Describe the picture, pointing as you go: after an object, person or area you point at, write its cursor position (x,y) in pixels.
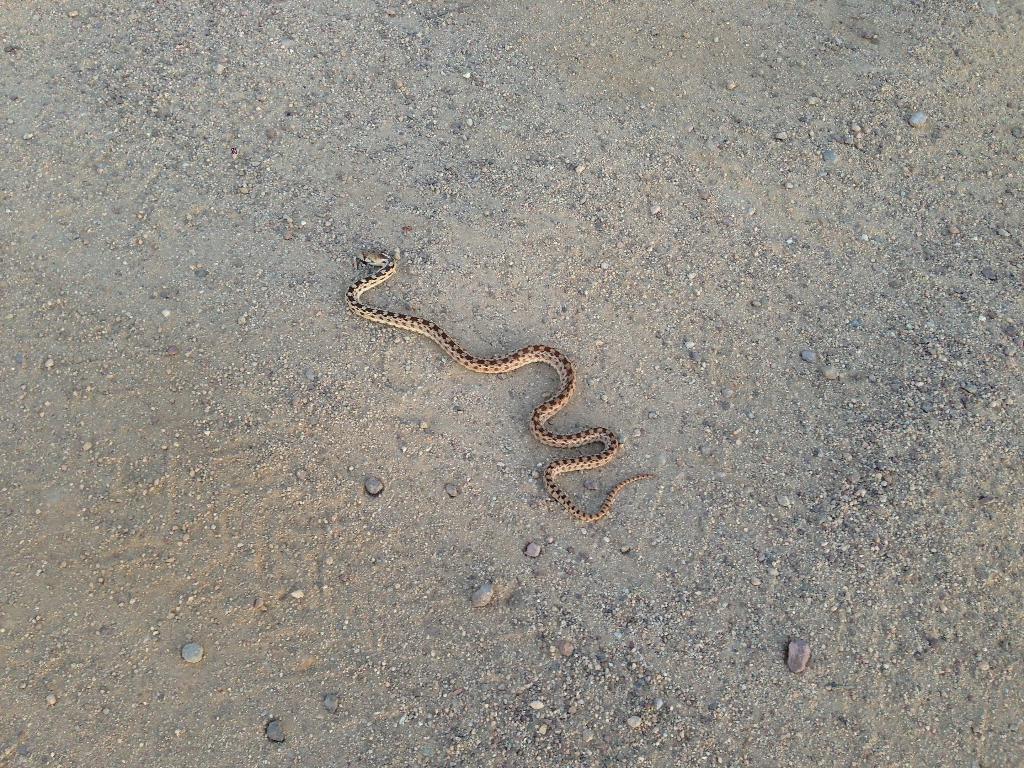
In this picture there is a snake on the sand (425,589). At the bottom (321,624) there is mud (321,624) and there are stones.
